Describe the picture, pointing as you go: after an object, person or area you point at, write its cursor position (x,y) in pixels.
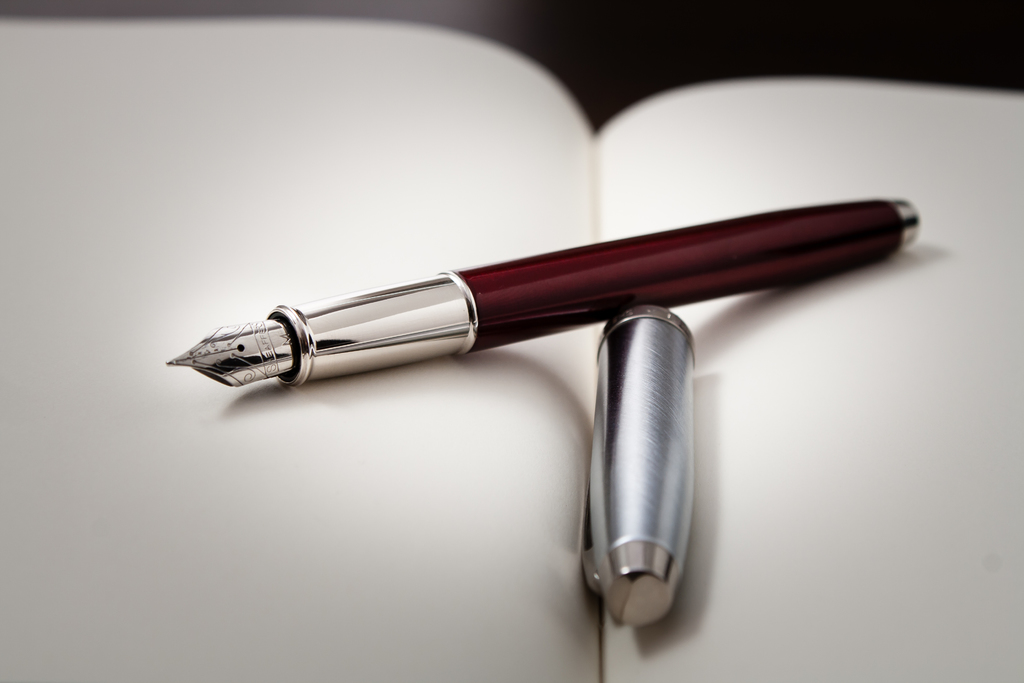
In this picture I can observe a pen (508,300) placed on the book (478,407). The background (523,22) is blurred.
